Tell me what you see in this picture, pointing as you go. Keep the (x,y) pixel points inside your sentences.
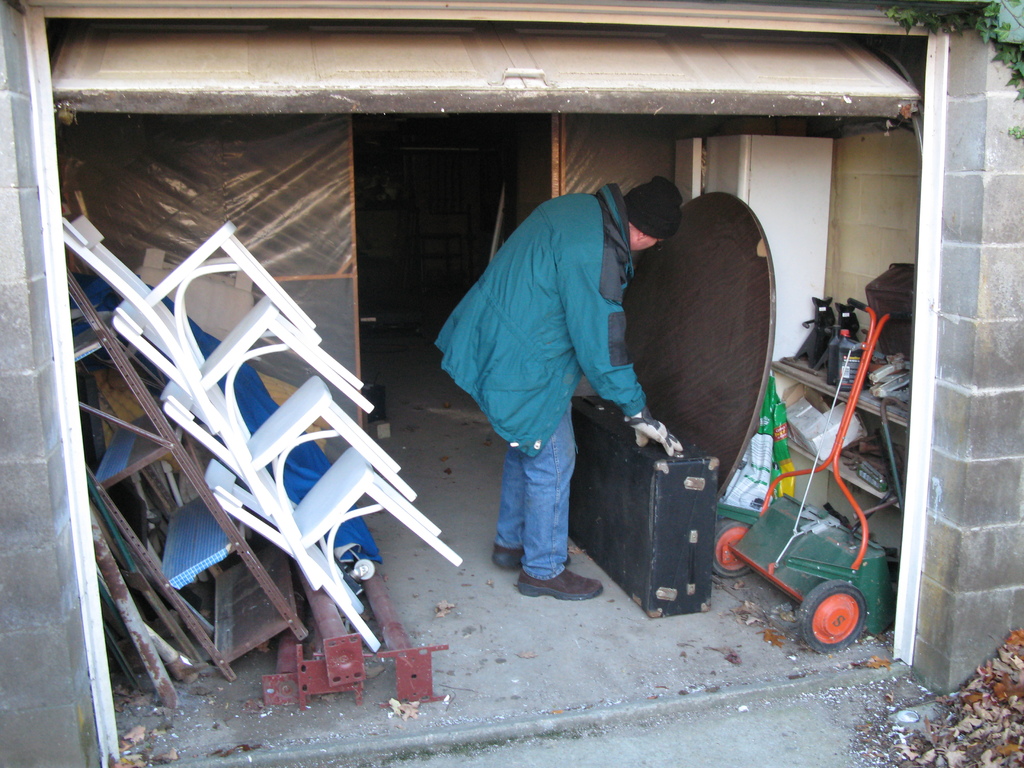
There are chairs (311,507), a man (562,442) is standing touching an object (687,551), this is shelf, this is grass cutting machine (843,479).
